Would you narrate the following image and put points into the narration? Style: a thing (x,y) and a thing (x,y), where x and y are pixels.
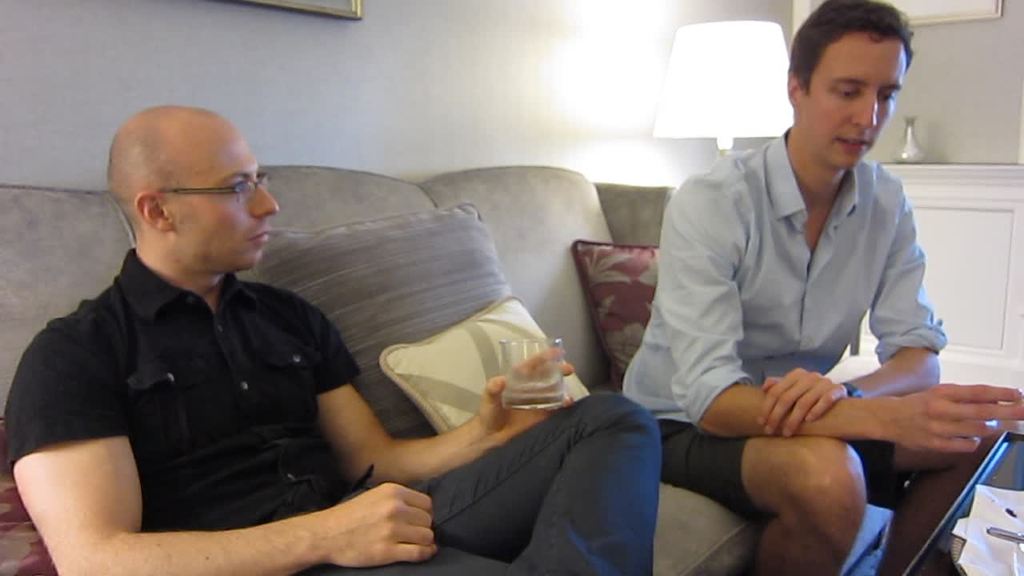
In this image I can see two people (659,453) sitting on the couch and wearing the different color dresses (649,465). I can see one person (425,466) is holding the glass (504,376). To the side I can see the pillows (483,339). In-front of these people (628,467) I can see the teapoy (971,496) and some objects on it. In the background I can see the lamp (741,110) and the vase (907,152) on the table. I can also see the frames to the wall (888,150).
